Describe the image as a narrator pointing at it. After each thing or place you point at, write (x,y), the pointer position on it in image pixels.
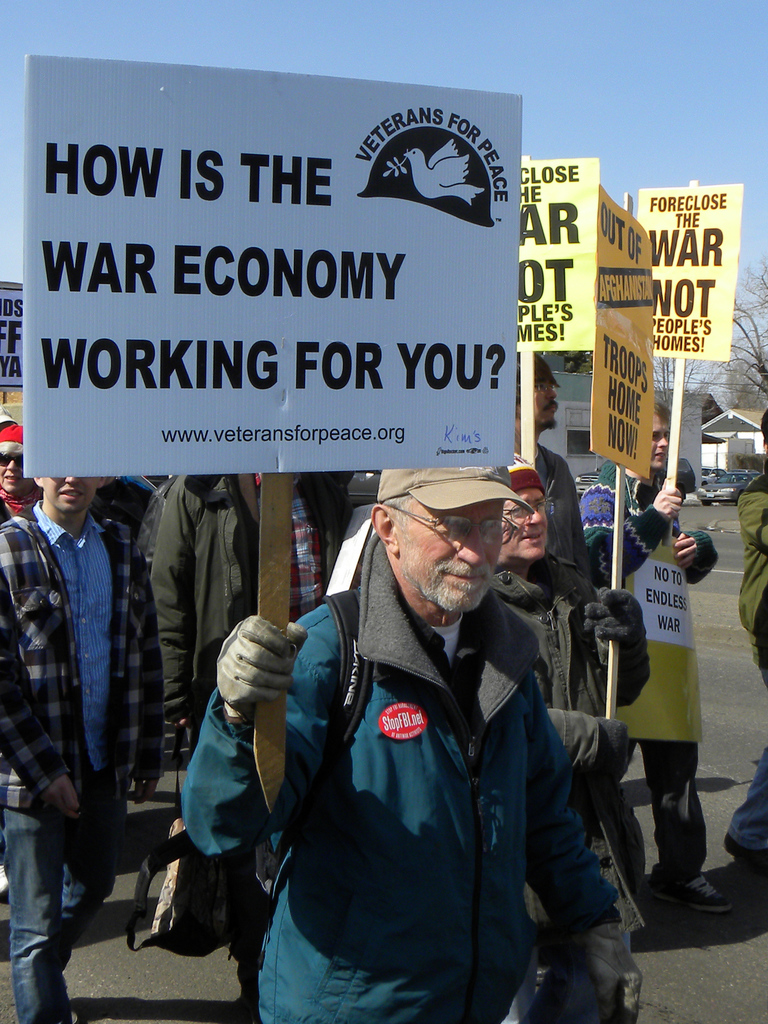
In this image we can see the people (402,543) walking on the road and holding the boards (423,350) with text (529,208) and logo (440,174). And at the back (701,456) we can see the houses (712,465), vehicles (708,481), trees (665,386) and sky (590,46) in the background (590,46).
